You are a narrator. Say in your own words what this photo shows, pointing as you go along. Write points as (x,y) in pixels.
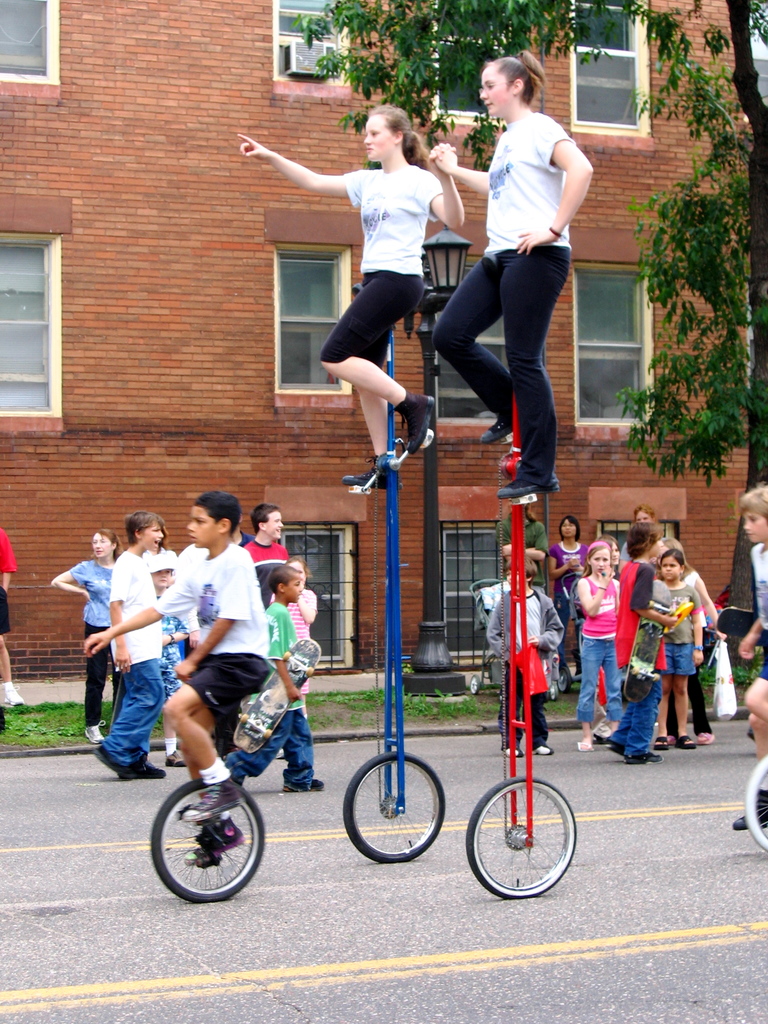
In this picture we can see four persons (215,704) riding unicycles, in the background (641,575) there are some people (664,576) standing, we can see a building (116,171) here, on the right side (716,194) there is a tree (723,202), we can see windows (317,322) of the building (128,336) here.
